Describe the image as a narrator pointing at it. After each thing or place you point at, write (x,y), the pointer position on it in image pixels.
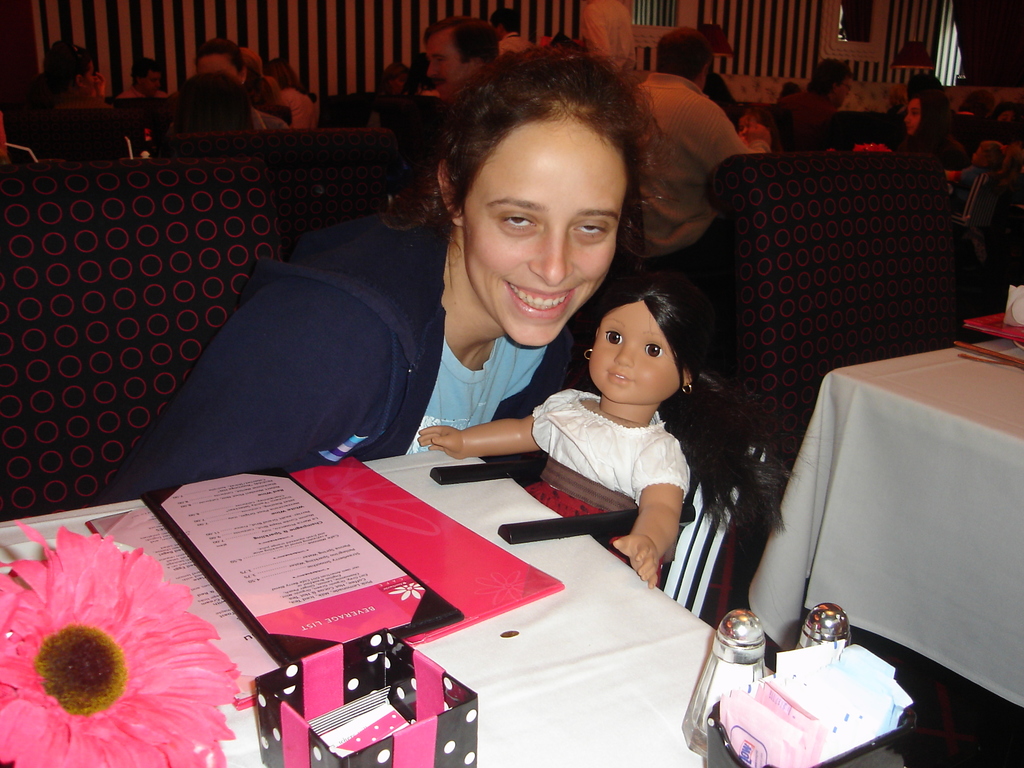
In this image in the center (420,300), there is a woman (412,340) sitting and smiling and there is a doll (613,456) beside her. In the front (546,574) there is a table (571,692), on the table (609,688) there are shakers (736,666), there is a flower (142,685) and there are papers (372,565). In the background (221,80) there are persons (262,108) sitting. On the right side (864,297) there is an empty chair (881,322) and there is a table (958,405) which is covered with a white colour cloth (955,424). On the table (996,345) there are objects (1007,327) which are red and white in colour.
